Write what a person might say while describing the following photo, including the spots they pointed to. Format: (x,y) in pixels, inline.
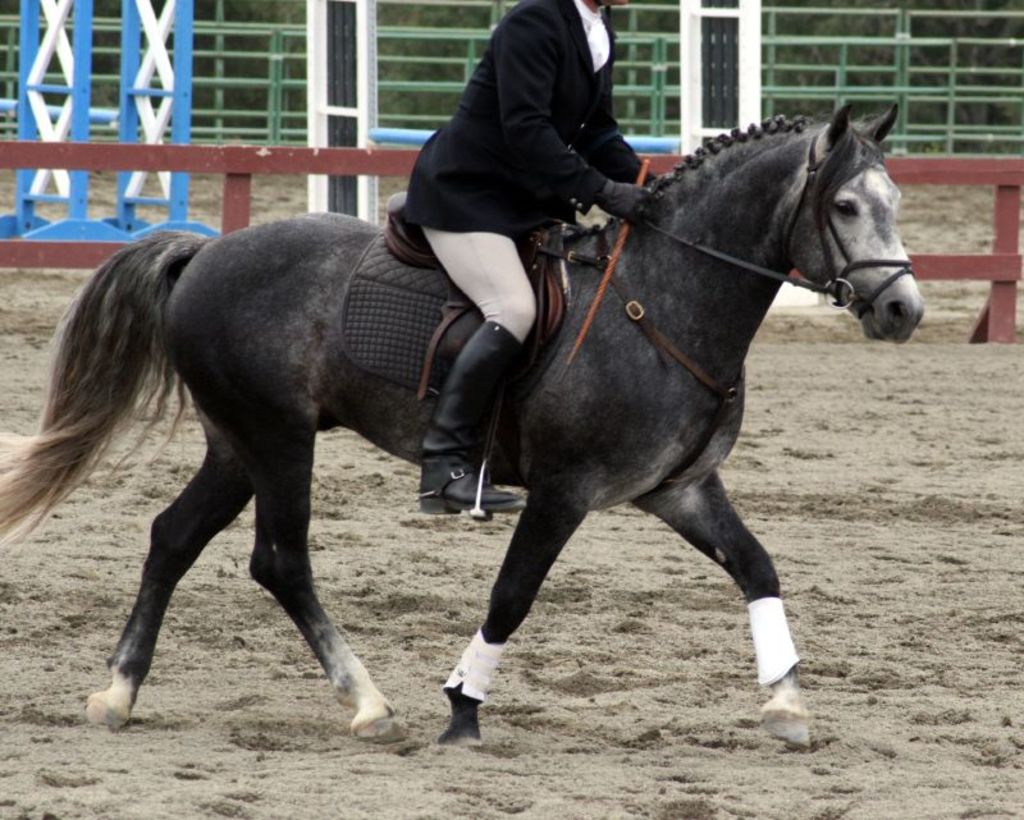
In this image I can see the person (568,10) sitting on the horse (719,436). The horse (722,403) is in black color, background (957,12) I can see the railing (663,34).
